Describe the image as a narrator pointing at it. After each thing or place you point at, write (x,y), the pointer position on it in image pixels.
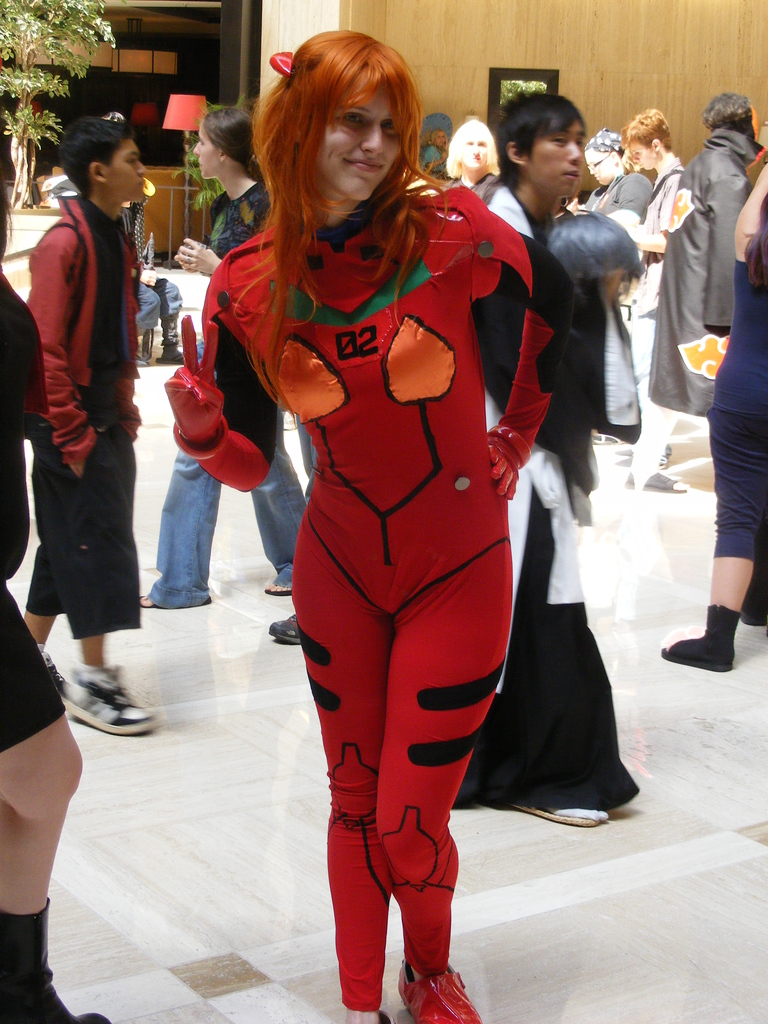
There is one woman (383,514) standing and wearing a costume (239,429) as we can see in the middle of this image (469,577). We can see other people (67,331) in the background (63,528). There is a wall (572,50) at the top of this image (558,17) and we can see a plant (35,86) is in the top left corner of this image (55,79).
